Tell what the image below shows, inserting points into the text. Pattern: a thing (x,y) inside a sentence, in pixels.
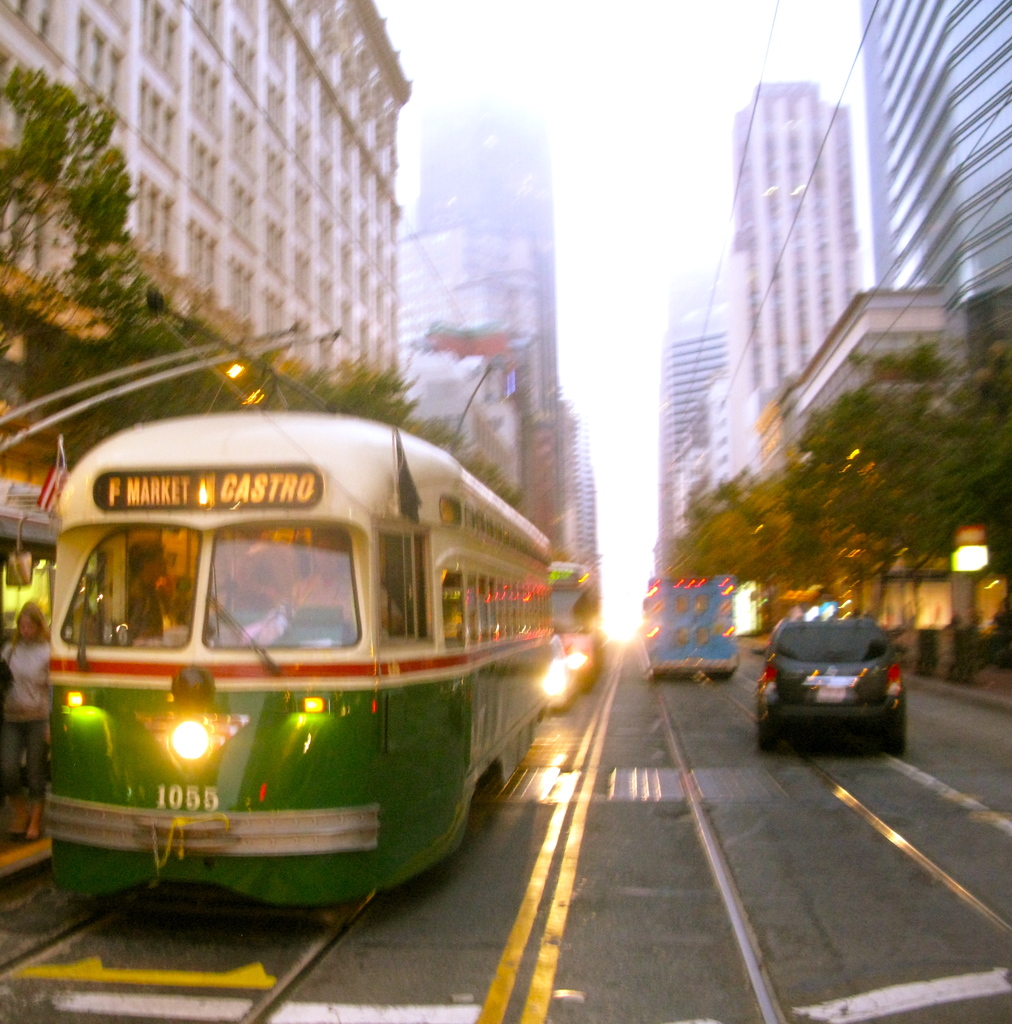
In this image in the center (374,604) there are vehicles (491,645) moving on the road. On the left side (187,235) there are buildings (315,360), trees (298,369) and there is a woman (27,713) walking. On the right side (827,524) there are trees (838,484), buildings (806,385) and there are lights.
